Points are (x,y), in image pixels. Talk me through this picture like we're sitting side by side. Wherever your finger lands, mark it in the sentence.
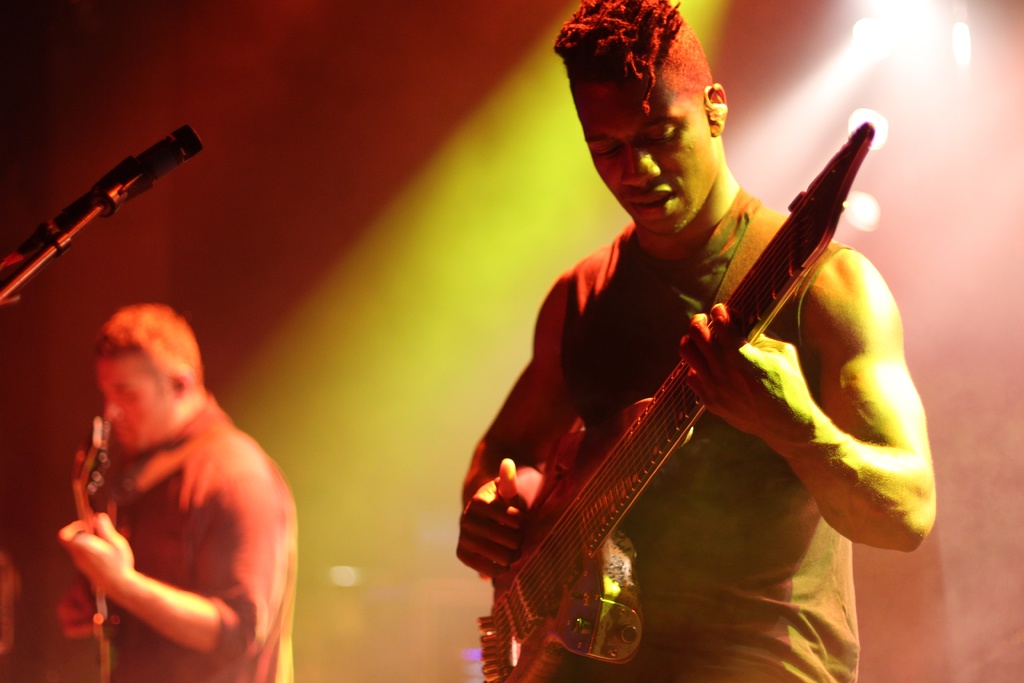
This picture shows two men (172,314) standing and playing guitar (670,404) holding in their hands (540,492) and we see a microphone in front of them.
